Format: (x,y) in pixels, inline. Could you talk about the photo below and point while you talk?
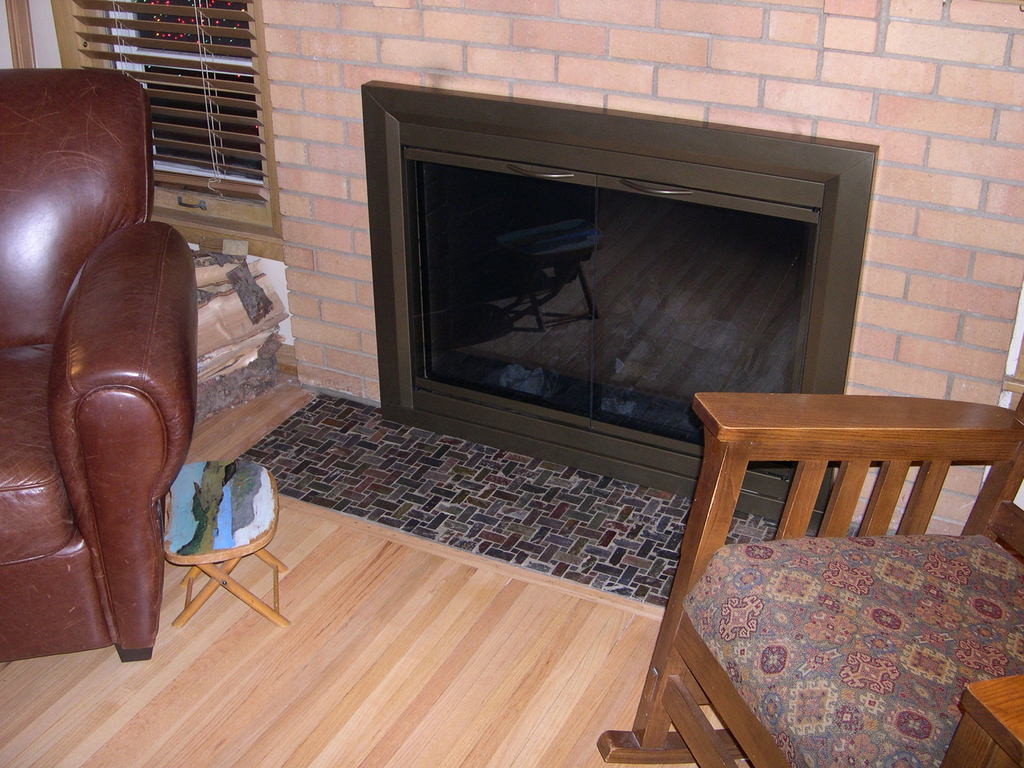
In this picture we can see two chairs (74,532) in the front (882,709), we can see a mini table (240,526) behind the chair (147,477), on the right side (866,284) there is a fireplace (592,324) and a wall (926,267), we can see window blind (223,109) and some wood (210,326) on the left side (191,112).
